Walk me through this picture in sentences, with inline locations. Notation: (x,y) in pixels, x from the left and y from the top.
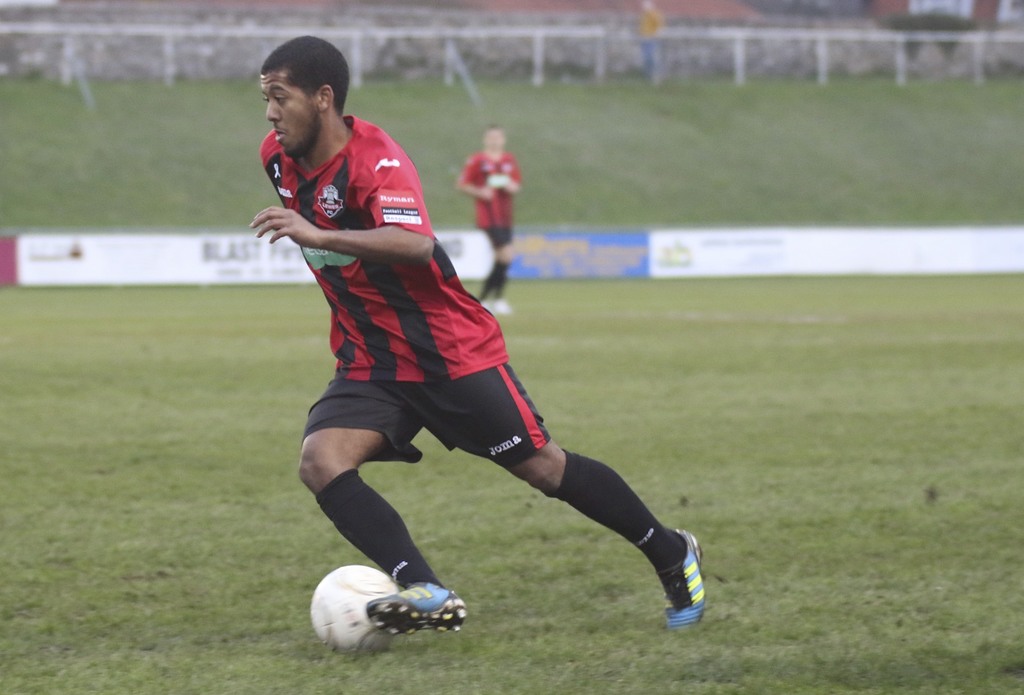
In the image there is a man (396,576), he is playing football and he is running and hitting the ball (383,640) with his leg (403,608), behind the man (418,613) another player (513,186) is standing on the ground (554,316) and around the ground (859,277) there is a fencing (584,257) of banners (94,243). The players (447,315) are wearing red and black dress (488,315).
